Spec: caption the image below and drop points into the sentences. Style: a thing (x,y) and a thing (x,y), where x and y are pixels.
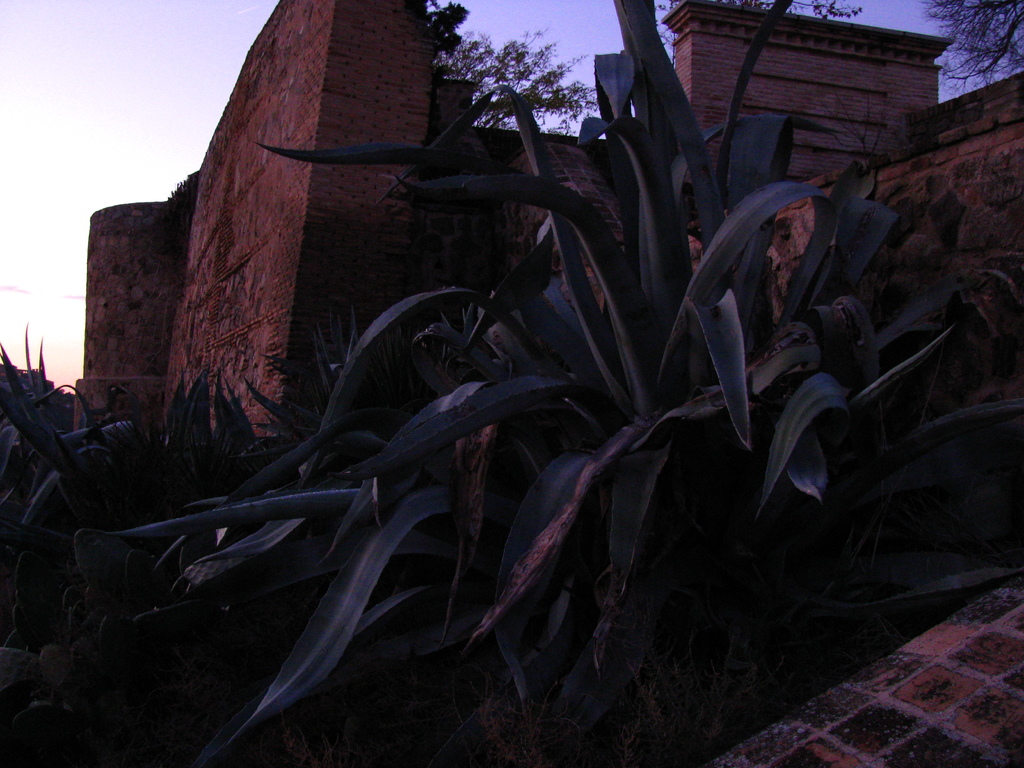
In this image i can see many plants (739,408) in the foreground (371,348), in the middle (387,286) we can see wall (273,195) made of rocks (263,348) and in the background (147,142) we can see the sky (533,1).
